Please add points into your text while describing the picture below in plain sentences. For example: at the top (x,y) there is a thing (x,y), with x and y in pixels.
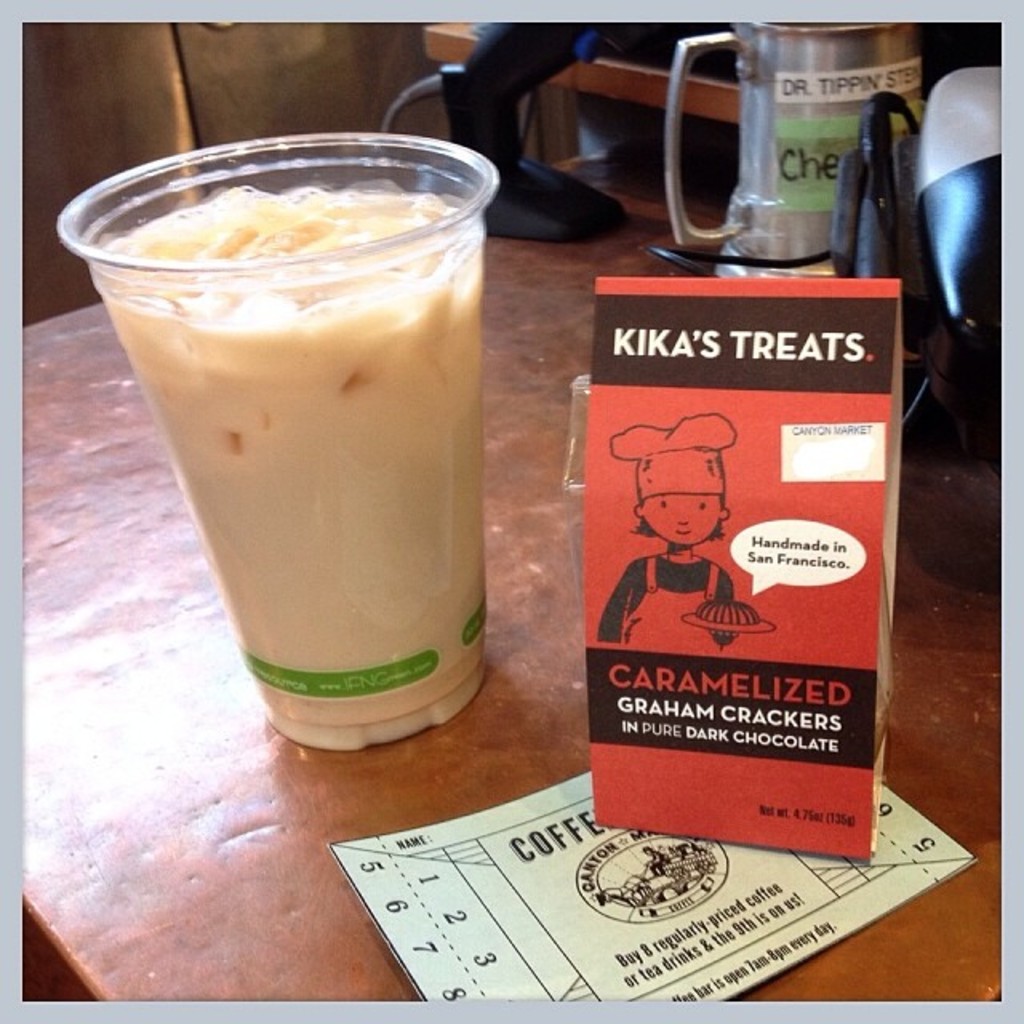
There is a glass (408,593), coffee paper (537,823) and treats card (818,414) on the surface (543,475) in the foreground area (574,445), there are some objects (509,110) in the background area (523,97).
